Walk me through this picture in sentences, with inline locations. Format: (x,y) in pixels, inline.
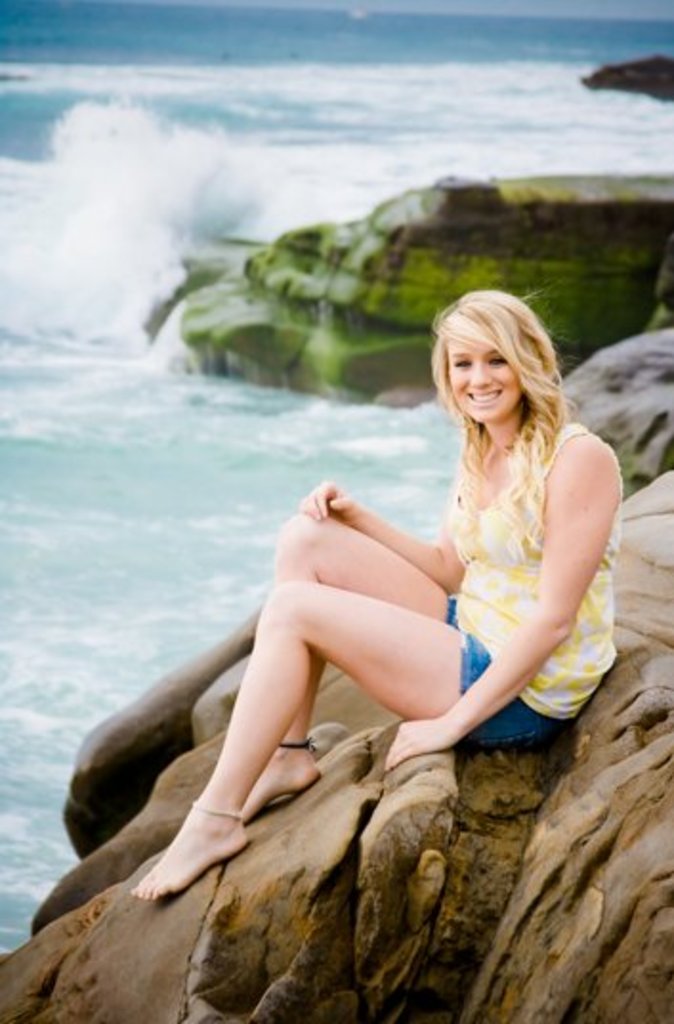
In the image I can see a woman (485,579) wearing yellow, white and blue colored dress (483,597) is sitting on a rock (565,810). I can see the water (267,143) and few rocks (650,213). In the background (636,4) I can see the sky (583,5).
